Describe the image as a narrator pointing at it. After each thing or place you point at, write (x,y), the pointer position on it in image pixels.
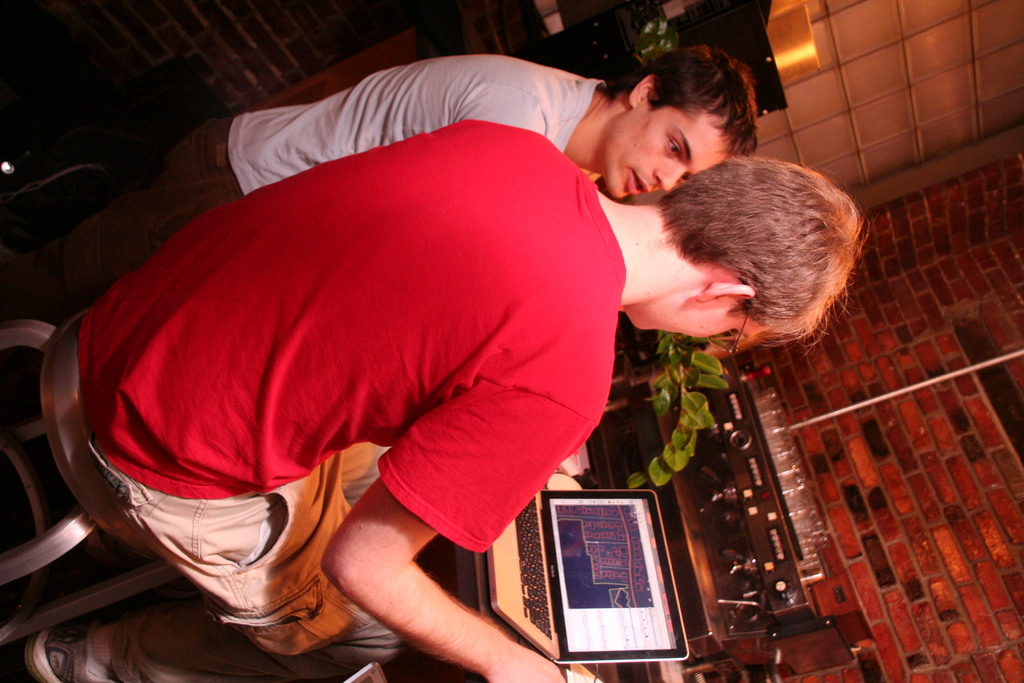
Man (296,449) in red t-shirt (349,334) is sitting on the chair (56,547). In front of him, we see a table (591,671) on which laptop (584,573) is placed. Beside him, a man (395,82) in white t-shirt (329,105) is standing and in the background (793,482), we see glasses (818,534), trees (668,392) and we even see a wall (903,546) which is made up of red colored bricks (846,436). At the top of the picture (955,32), we see a white wall (949,106).
